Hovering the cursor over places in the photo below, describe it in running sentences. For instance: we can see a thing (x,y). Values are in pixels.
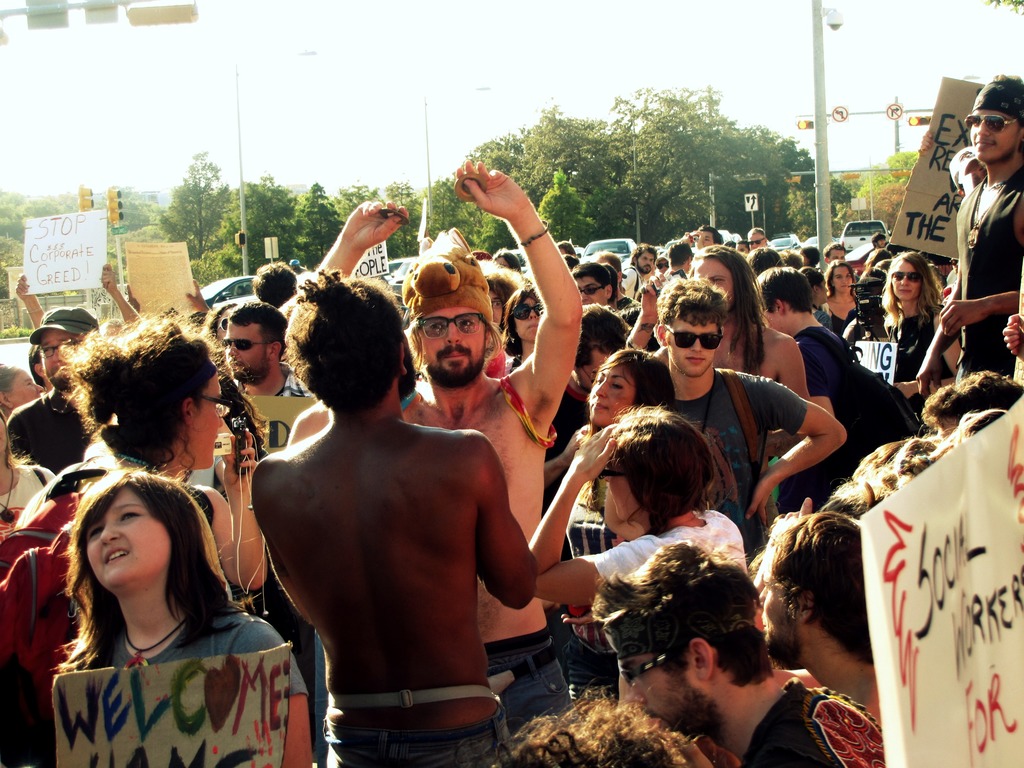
In this picture, there are group of people (470,388). A man (468,425) in the center (459,348) is wearing spectacles (473,332) and a hat (441,261) on the head (434,361). Before him, there is a man (405,481). Towards the bottom left (172,637), there is a girl (127,594) holding a board (106,720). In the background (206,237), there are trees (202,203) and a sky (407,97).
